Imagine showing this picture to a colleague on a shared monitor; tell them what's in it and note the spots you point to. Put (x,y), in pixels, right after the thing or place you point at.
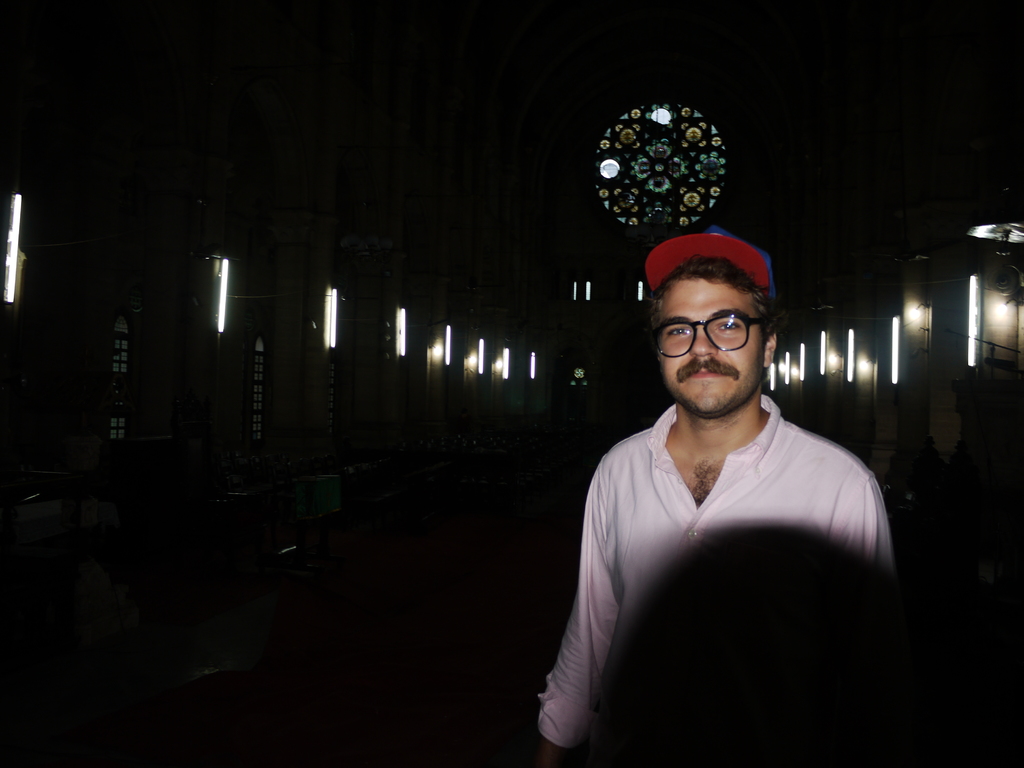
In this image on the right (712,433), there is a man (711,464), he wears a shirt (673,502), cap (688,251). In the background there are lights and it is dark.
